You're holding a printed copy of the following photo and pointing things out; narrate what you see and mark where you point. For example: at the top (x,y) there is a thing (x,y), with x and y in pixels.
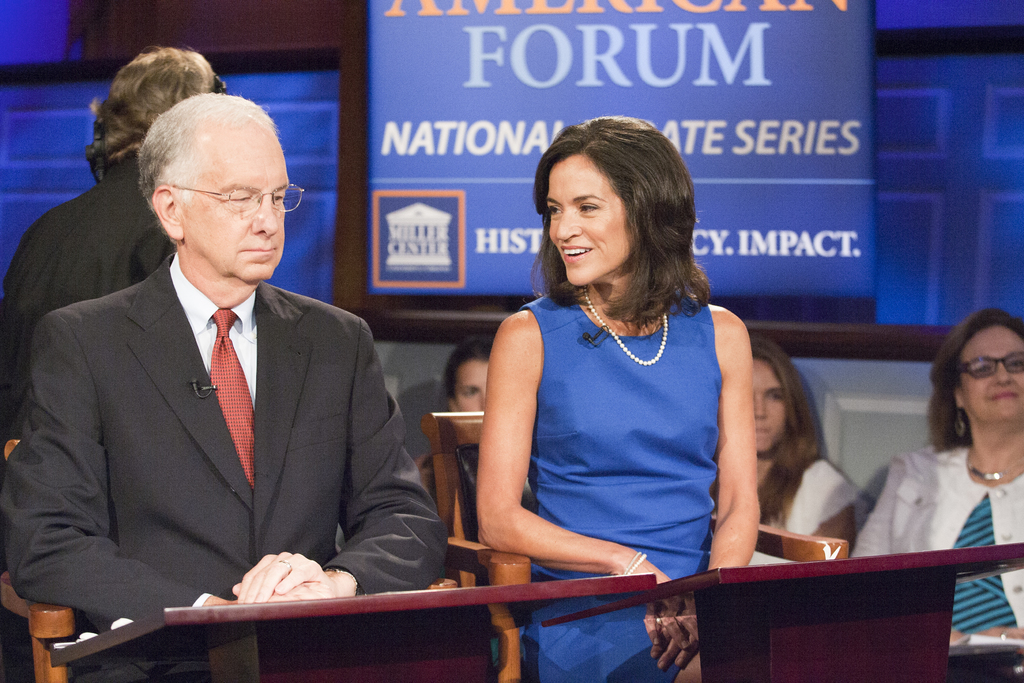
In this image we can see two people (629,544) sitting on chairs (712,522) and there are two tables (828,621) in front of them. We can see few people (970,334) in the background (1001,338) and there is a board (596,10) with some text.
